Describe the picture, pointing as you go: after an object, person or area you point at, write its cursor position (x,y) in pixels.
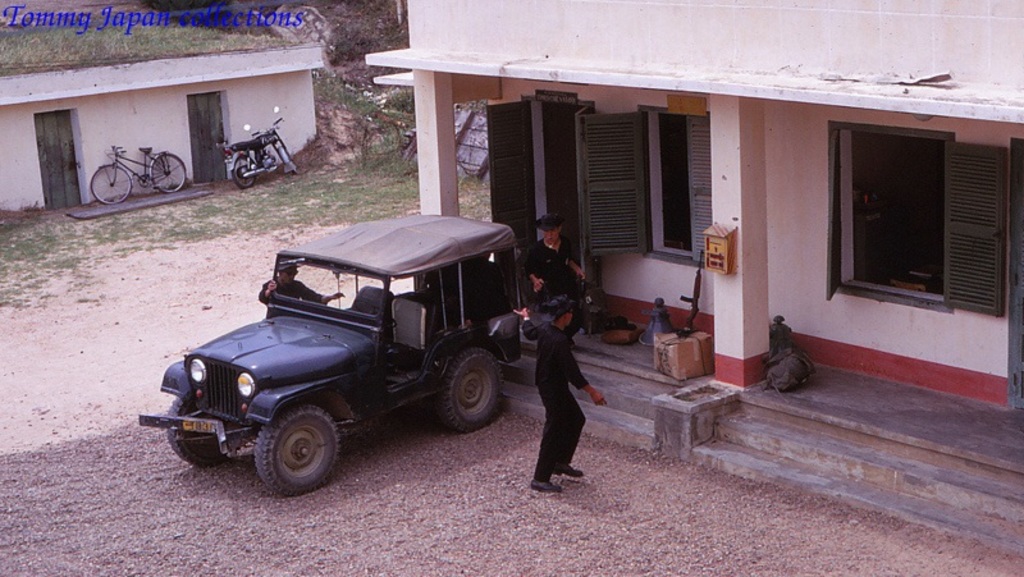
In this image I can see there are persons (557,411). And there is a jeep (420,271), Motorcycle (263,141) and a bicycle (166,173) on the ground (200,200). And there are buildings (696,208). And there is a bag (613,341), Gun (702,268), Box (654,337) and few objects (659,312). And there is a grass (175,51) on the ground (339,89).
